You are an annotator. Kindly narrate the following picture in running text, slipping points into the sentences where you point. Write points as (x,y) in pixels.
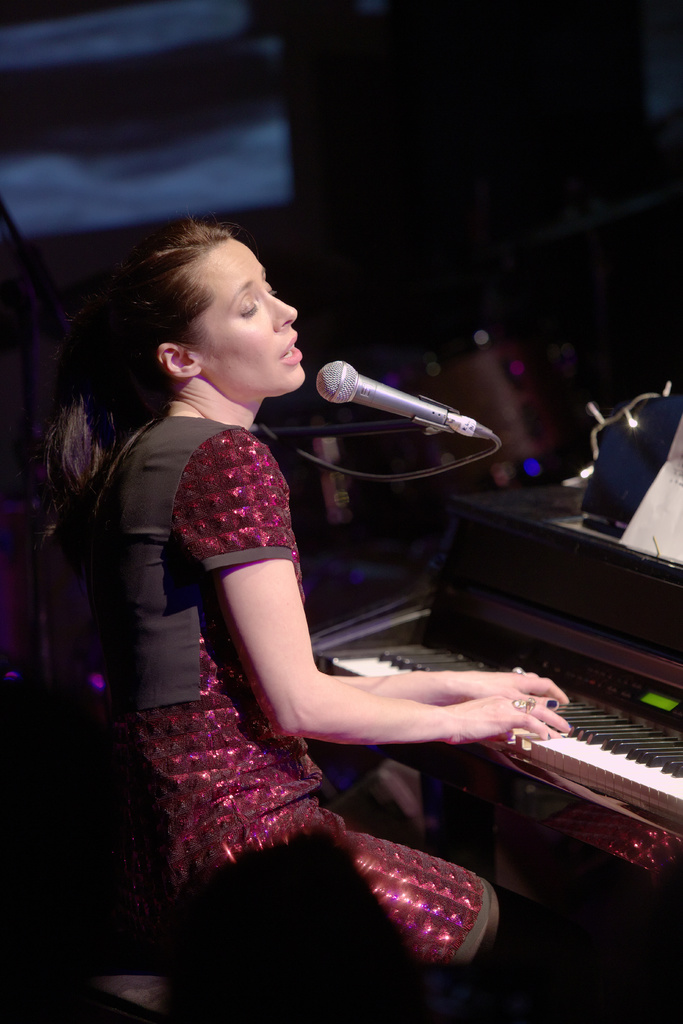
A girl (250,820) sitting on the chair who is playing an musical instrument (594,736) and has a mike (399,396) in front of her.
